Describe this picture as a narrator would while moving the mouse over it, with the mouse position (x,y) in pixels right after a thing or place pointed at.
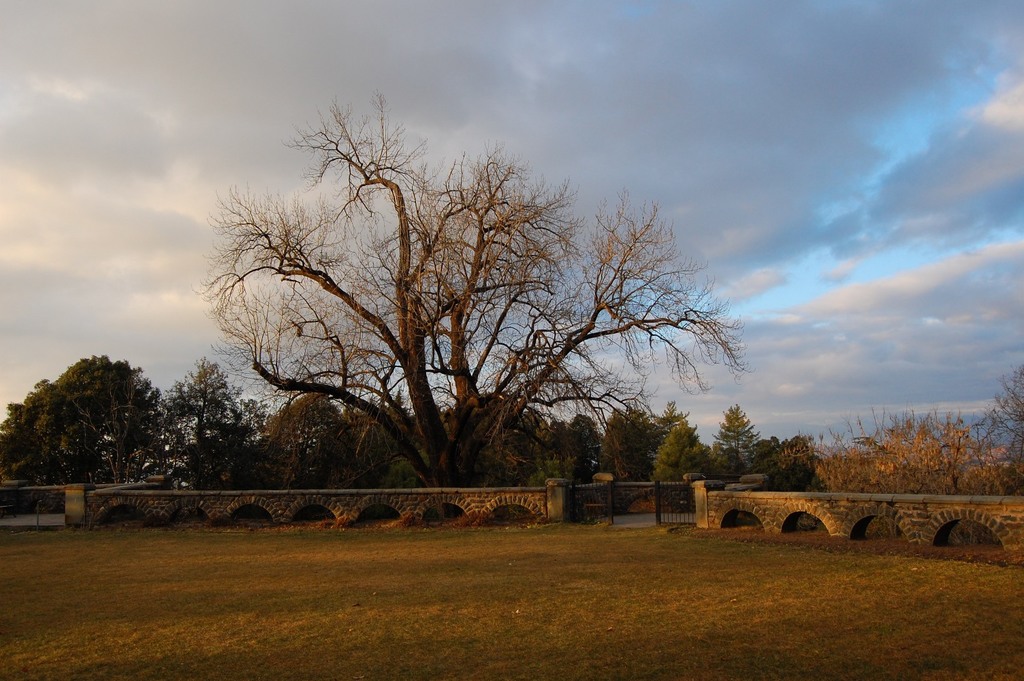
This picture shows few trees (641,406) and we see a fence (22,509) and a metal gate (682,517) and a blue cloudy sky (721,231) and we see grass (309,554) on the ground (278,647).
